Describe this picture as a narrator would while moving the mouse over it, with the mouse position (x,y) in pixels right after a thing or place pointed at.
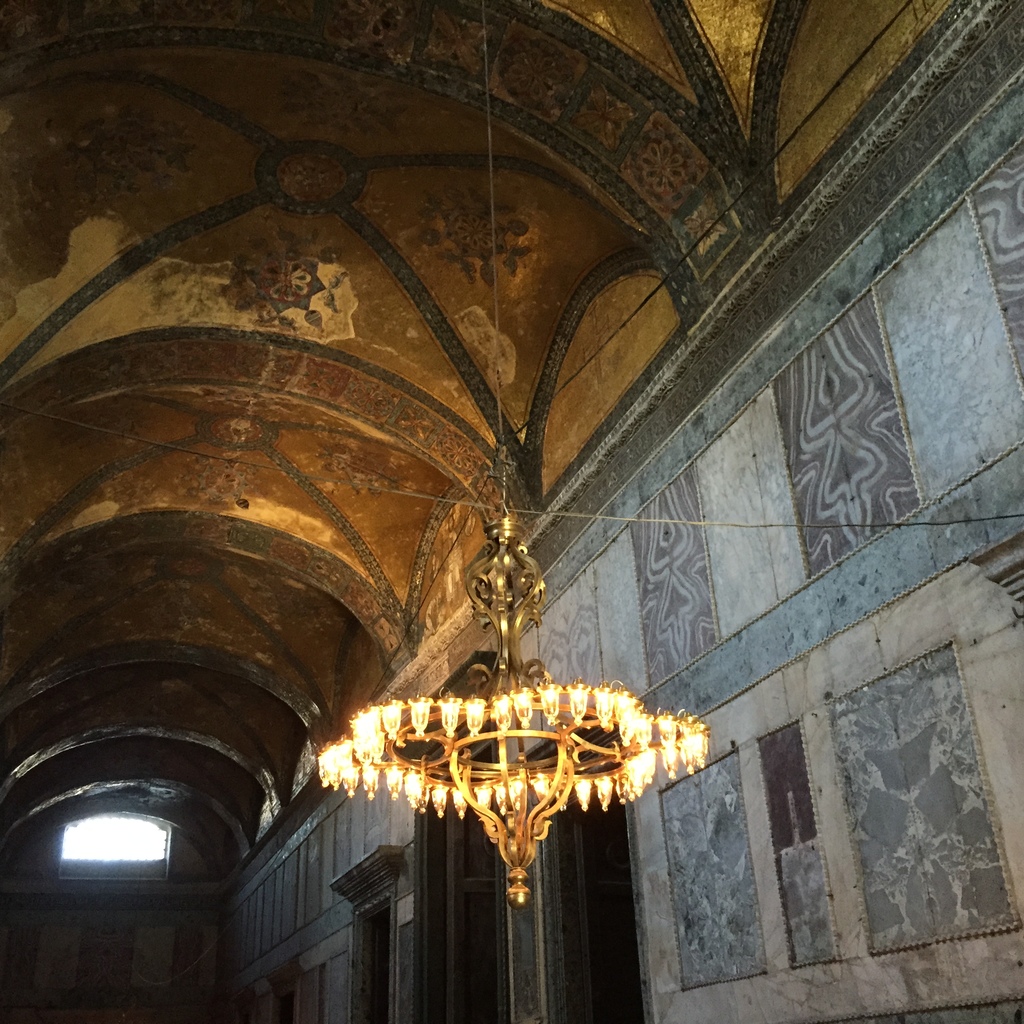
There is a chandelier (473,735) in the foreground area of the image (536,756), there are doors (623,936) at the bottom side (582,931) and roof (523,212) at the top side (467,260).
